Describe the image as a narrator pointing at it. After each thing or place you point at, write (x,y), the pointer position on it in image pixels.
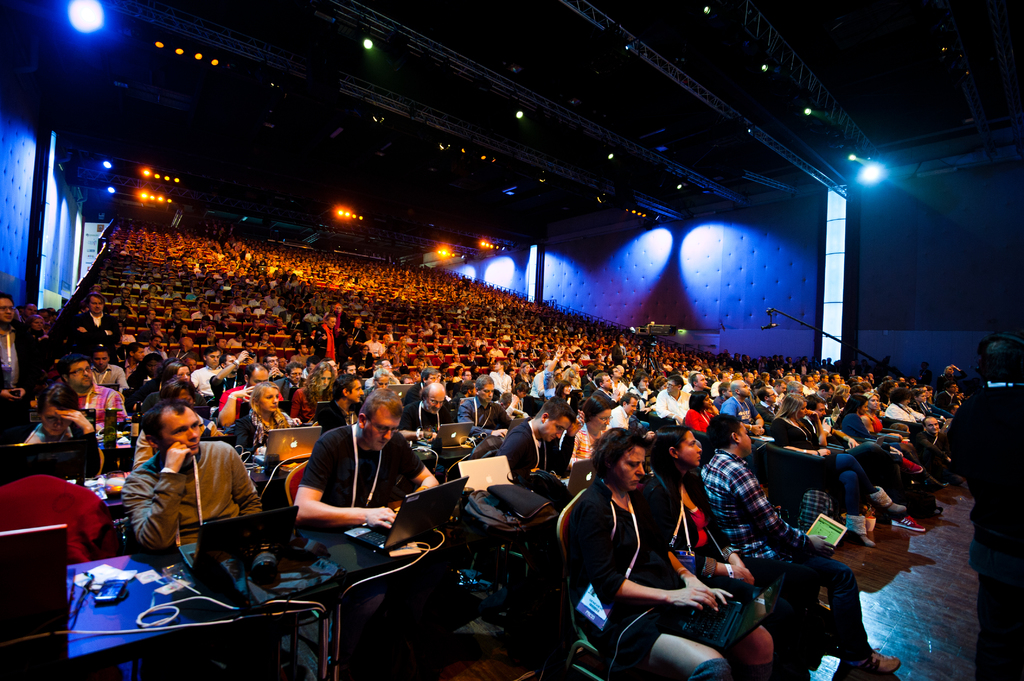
In this picture we can see so many people (533,426) are sitting on the chairs (789,483) in front (358,525) there is a table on which we can see laptops (427,499), bags (508,494).
